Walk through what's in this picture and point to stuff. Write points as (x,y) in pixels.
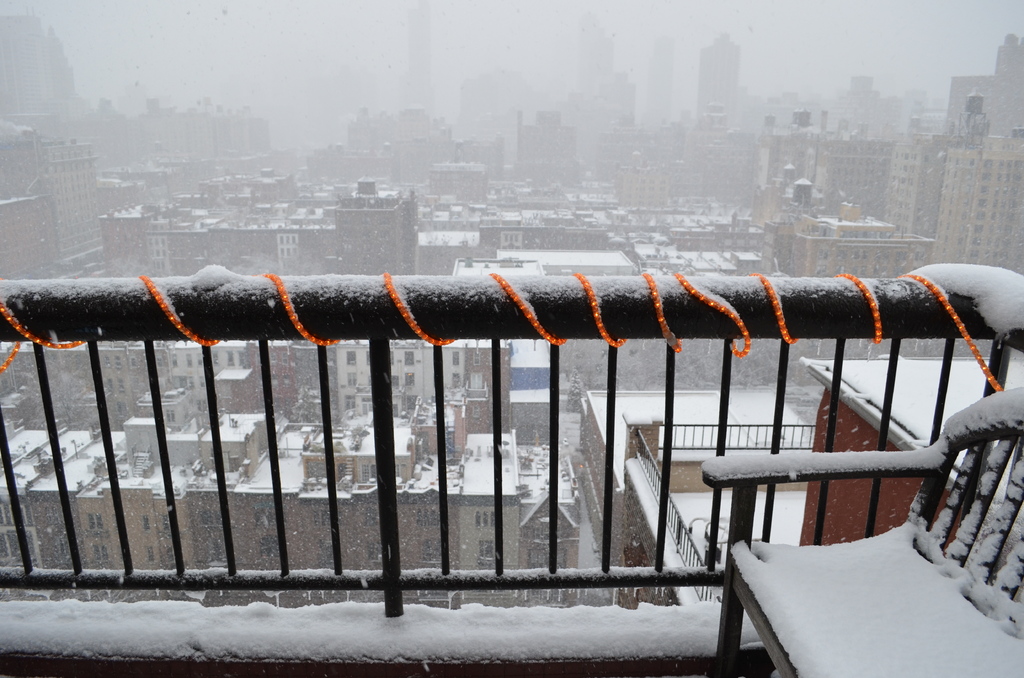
In this image I can see there is the snow (547,289) on the iron grill (480,333) and a chair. At the back side (738,127) there are buildings (651,227) with the snow (140,481).
